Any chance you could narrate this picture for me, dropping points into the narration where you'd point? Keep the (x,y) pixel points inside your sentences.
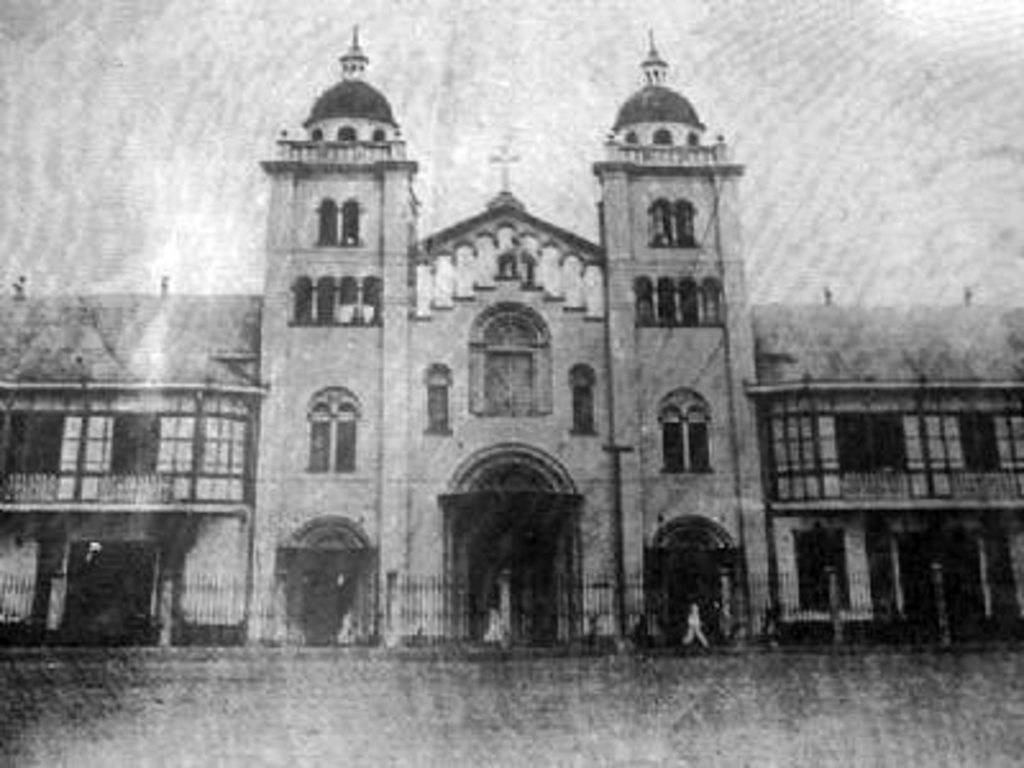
In the picture we can see a black and white photograph of a church building (570,401) and on the top of the church building (579,372) we can see a cross (502,189) and with a door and some windows (536,363) and near to the building (475,603) we can see railing (461,613) and behind the building (301,295) we can see a sky (833,123).
